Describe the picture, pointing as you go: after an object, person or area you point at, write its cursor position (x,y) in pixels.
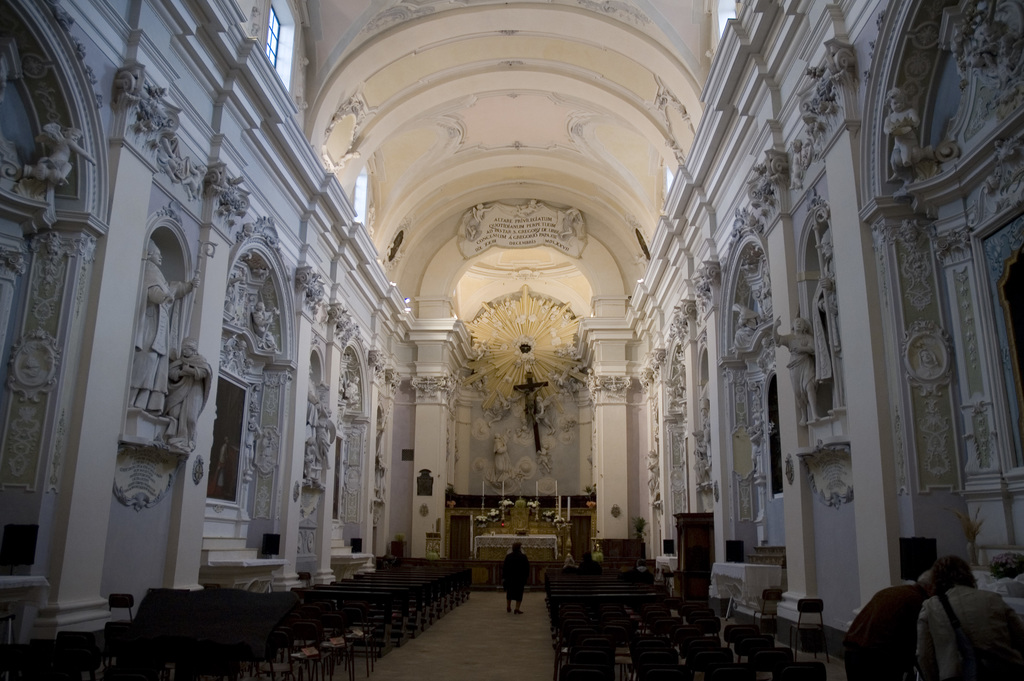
This is the inside view of a church (775,355) where we can see sculptures (487,352) on the wall (766,350). In the middle of the image (538,404) statue (538,403) is there. At the bottom of the image (611,594) benches (408,617) are there and three persons (898,625) are present.
